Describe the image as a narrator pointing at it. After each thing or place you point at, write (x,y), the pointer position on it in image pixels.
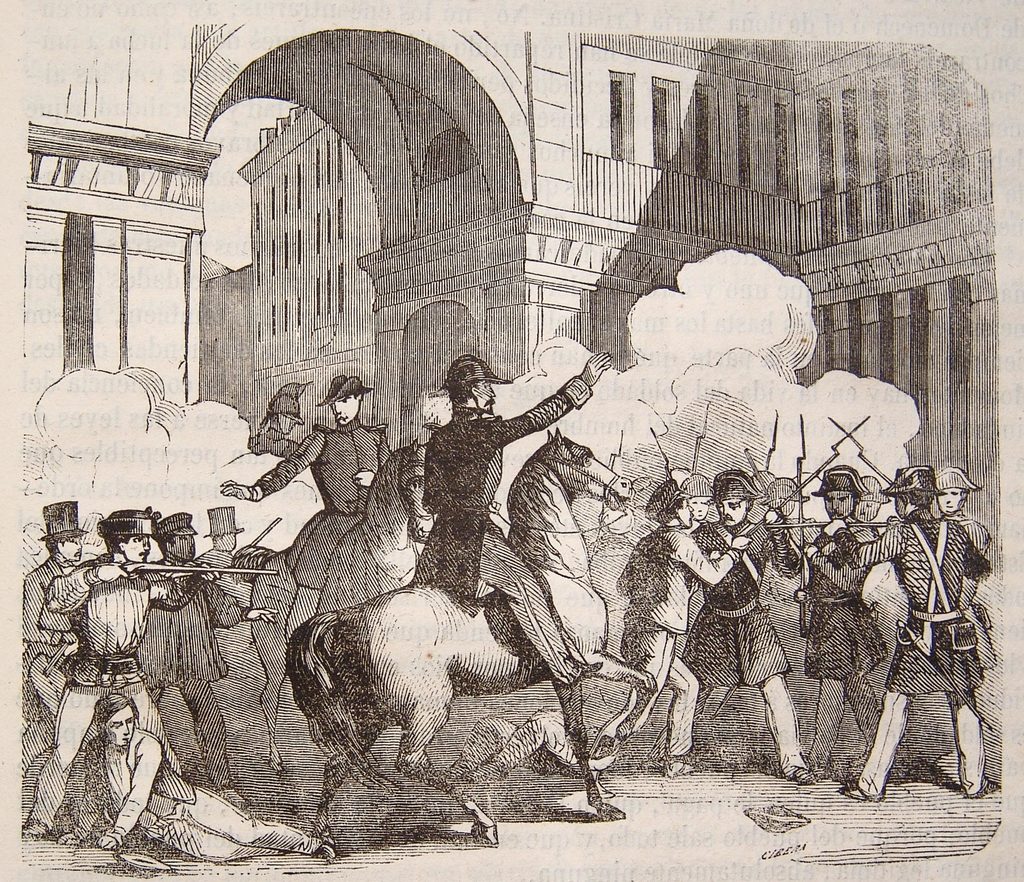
In this image we can see a painting (461,613) of some persons (517,603) who are riding horses (442,609) and some are holding weapons (206,571) in their hands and at the background of the image (414,177) there are buildings (396,194).
